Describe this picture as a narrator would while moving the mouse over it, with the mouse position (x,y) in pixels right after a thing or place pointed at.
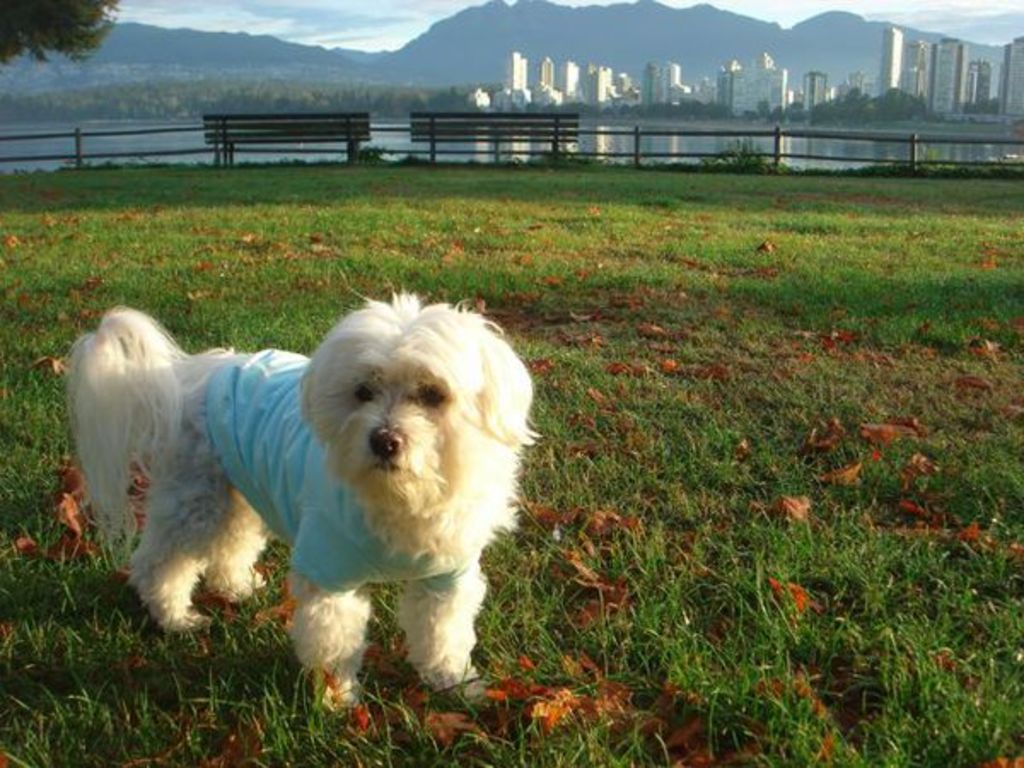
In the foreground (375,415), I can see a dog (425,514) on grass (610,640). In the background (666,158), I can see a fence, benches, water (528,157), trees (322,98), buildings (751,82), towers (773,98), mountains (428,39) and the sky (790,5). This picture is taken during a sunny day.
